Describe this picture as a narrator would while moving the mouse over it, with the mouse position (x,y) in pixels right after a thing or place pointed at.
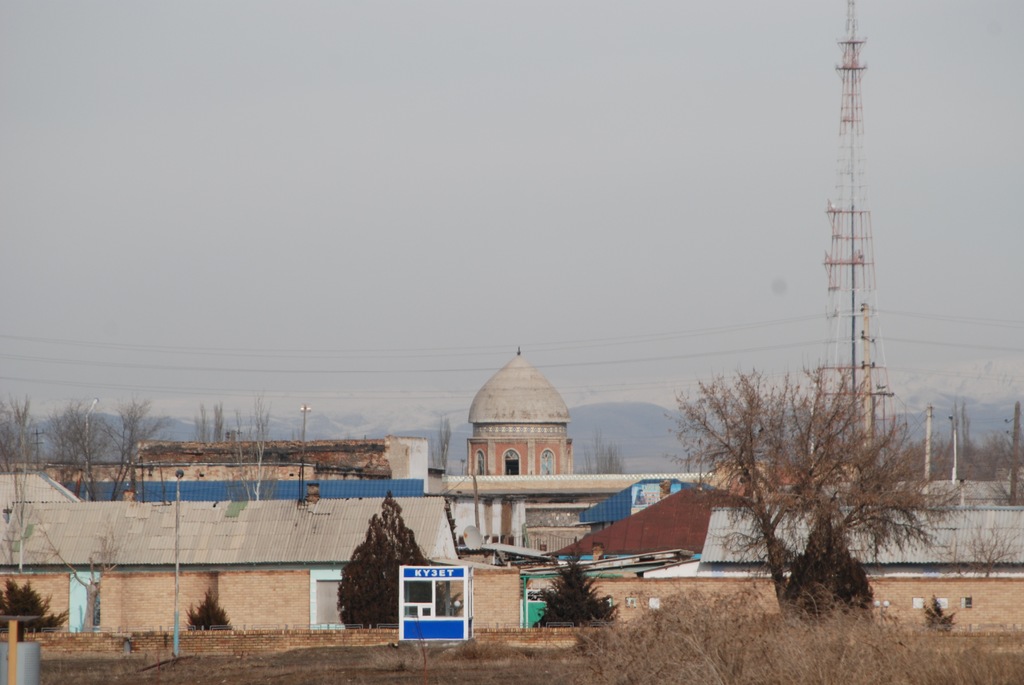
In this image there are plants (216,610) and trees (823,588) on the grassland (739,652). Right side there is a tower (851,349) connected with wires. There are buildings (599,544) and trees (853,598). Behind there are hills (599,434). Top of the image (533,135) there is sky (453,194).
